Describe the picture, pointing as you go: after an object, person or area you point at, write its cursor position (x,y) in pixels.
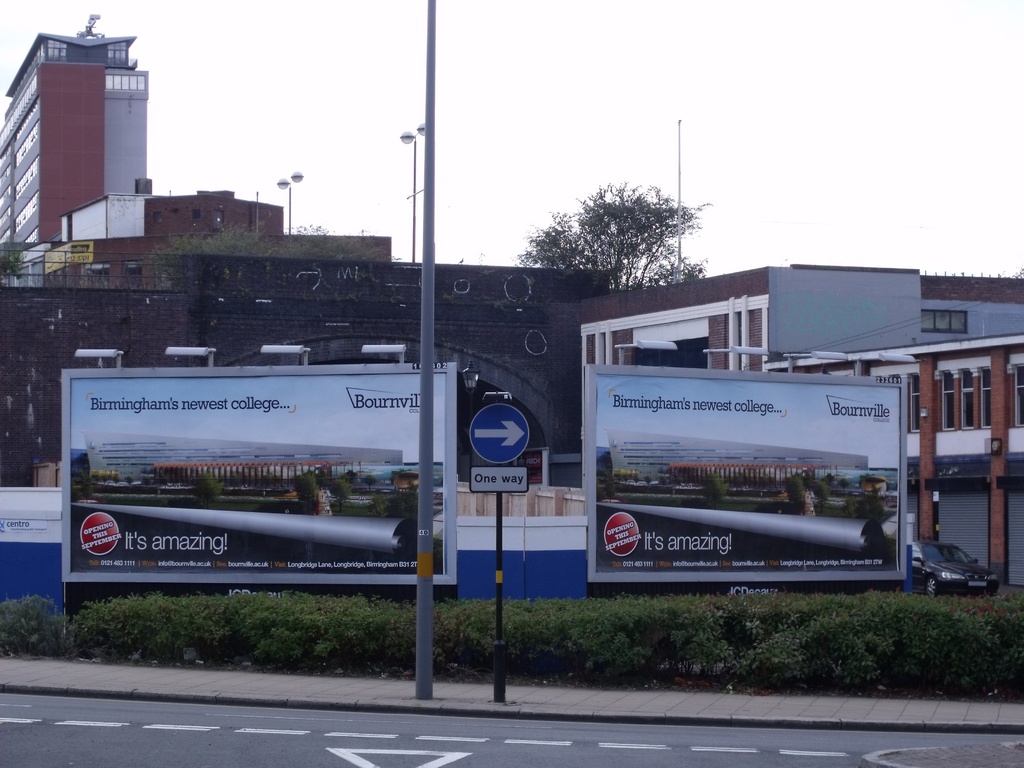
At the bottom of the image (248,612) there is a road (266,715) and a hedge (201,650). In the center (416,369) there are hoardings (769,486) and we can see a sign board (524,490). In the background (277,282) there are buildings (909,317), poles (415,211), trees (666,286) and sky (867,235). On the right (967,574) there is a car (950,576).
